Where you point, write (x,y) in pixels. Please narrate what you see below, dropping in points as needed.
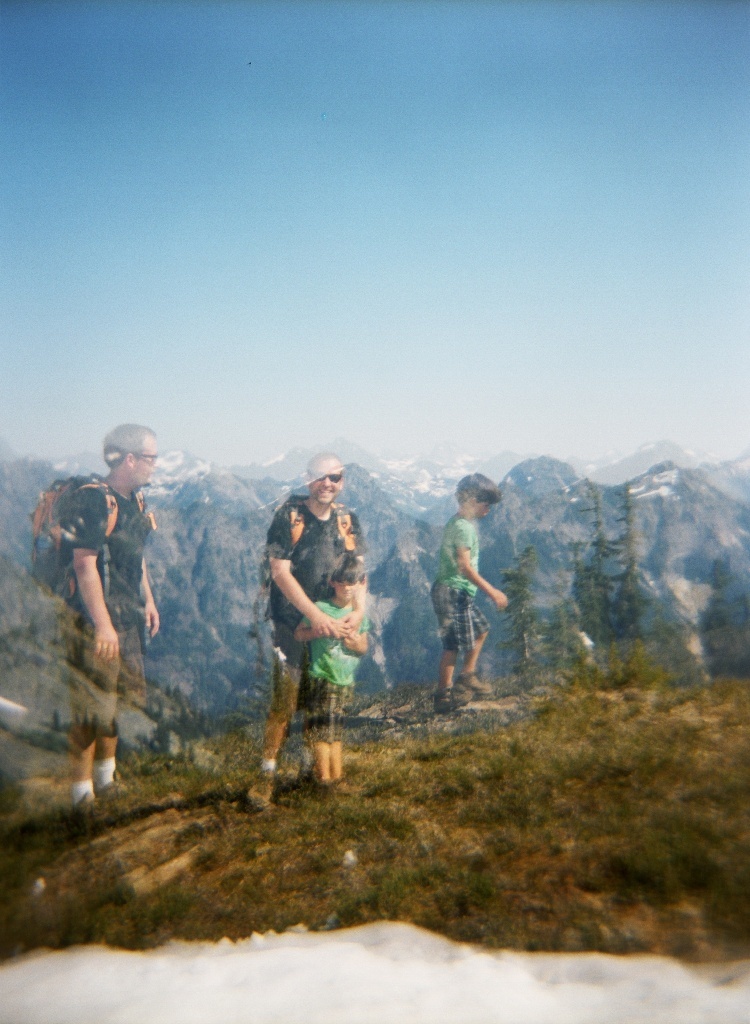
In this picture I can observe four members (97,738). Two of them are men (131,600) wearing black color T shirts (118,544) and spectacles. Two of them are children (474,485). All of them are standing on the land (367,774). In the background (366,500) there are some hills (228,477) and trees (653,634). I can observe a sky (362,252).
